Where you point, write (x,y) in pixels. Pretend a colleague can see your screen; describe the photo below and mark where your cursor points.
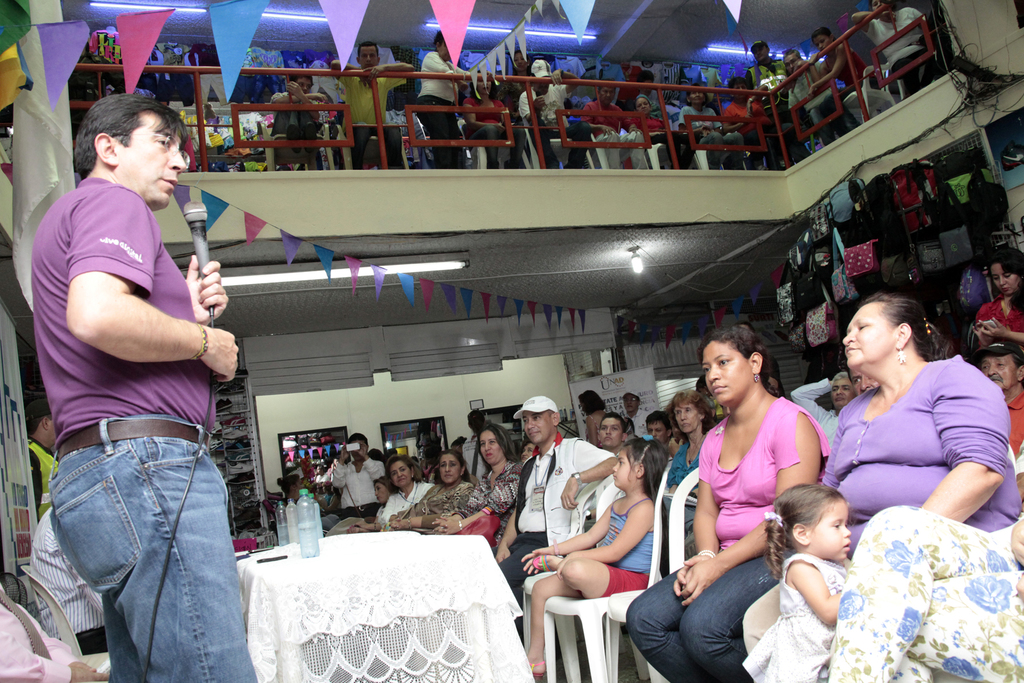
In this picture, we see people (730,555) are sitting on the chairs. The man (77,534) on the left side (128,333) is standing and he is holding a microphone (199,270) in his hand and I think he is talking on the microphone (194,221). In front of him, we see a table (282,582) on which water bottles (295,535) and a pen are placed. At the top (360,157), we see many people (495,118) are sitting on the chairs (657,156). In front of them, we see the railing (541,157). At the top (52,46), we see the flags (53,60) in violet, pink and blue color. On the right side (808,253), we see the bags (965,192) are hanged. In the background (778,218), we see a wall (470,382) and a board (633,379) in white color with some text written on it.
